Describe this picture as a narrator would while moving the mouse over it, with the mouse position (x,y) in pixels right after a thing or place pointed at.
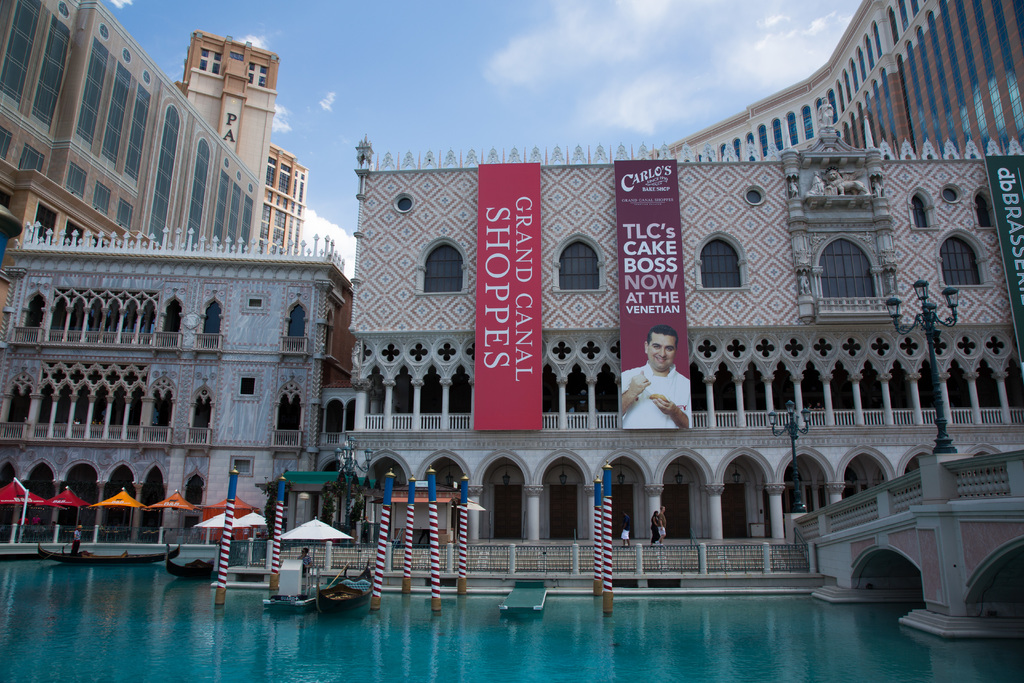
At the bottom of the picture (493,612), we see water (612,651) and boats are sailing on the water (251,597). We even see the poles (463,560). Behind that, we see the railing (649,570) and people (627,535) walking on the walkway (701,540). On the left side (14,482), we see umbrella tents (255,514) in white, red and orange color. In the background (350,391), we see buildings (579,340) and three boards (683,339) in red, green and maroon color with some text (519,321) written on it. At the top (501,103), we see the sky (359,49).
